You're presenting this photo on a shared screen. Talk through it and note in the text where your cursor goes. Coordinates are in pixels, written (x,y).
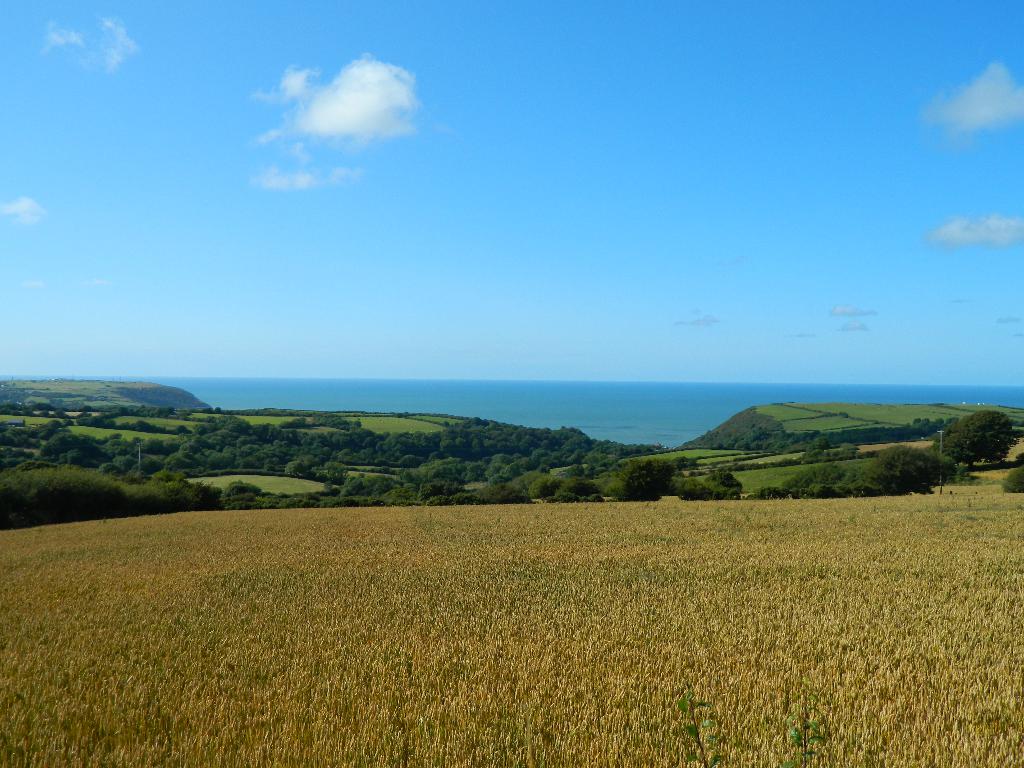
In this picture I can see grass (390,612), trees (41,440). There is water (639,415), and in the background (734,196) there is the sky (795,215).
